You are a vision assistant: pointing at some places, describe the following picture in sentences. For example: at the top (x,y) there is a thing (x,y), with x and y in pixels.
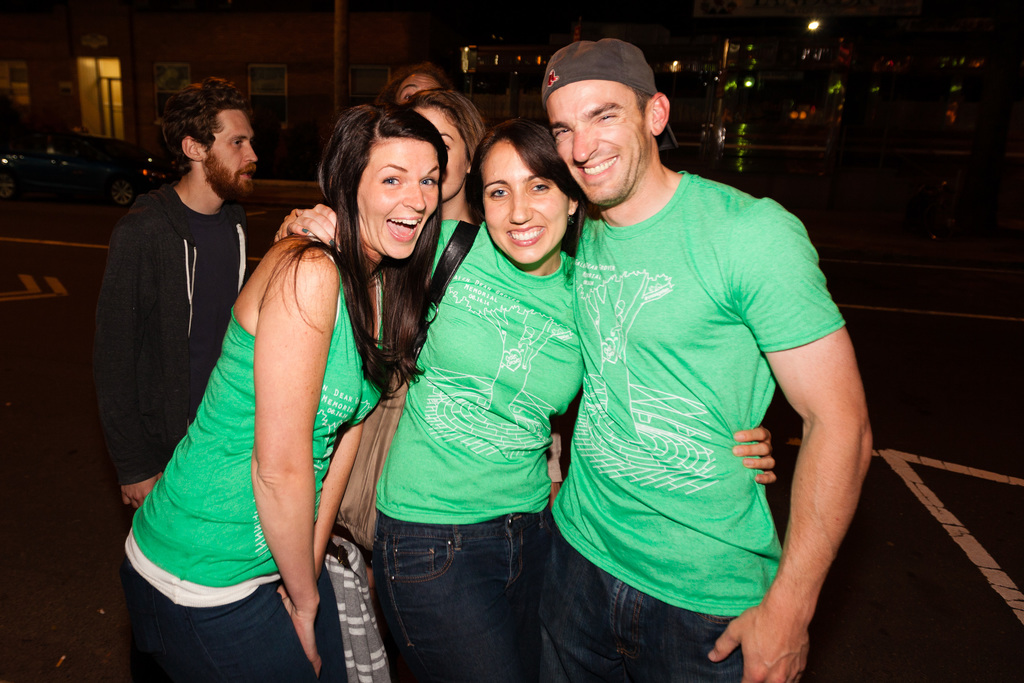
In this image I can see few people (532,337) standing and wearing green color t-shirt (542,337) and jeans (498,550). Back I can see vehicles (113,163) and building (206,75). We can see lights (819,23). The woman (544,393) is wearing bag (381,427).
